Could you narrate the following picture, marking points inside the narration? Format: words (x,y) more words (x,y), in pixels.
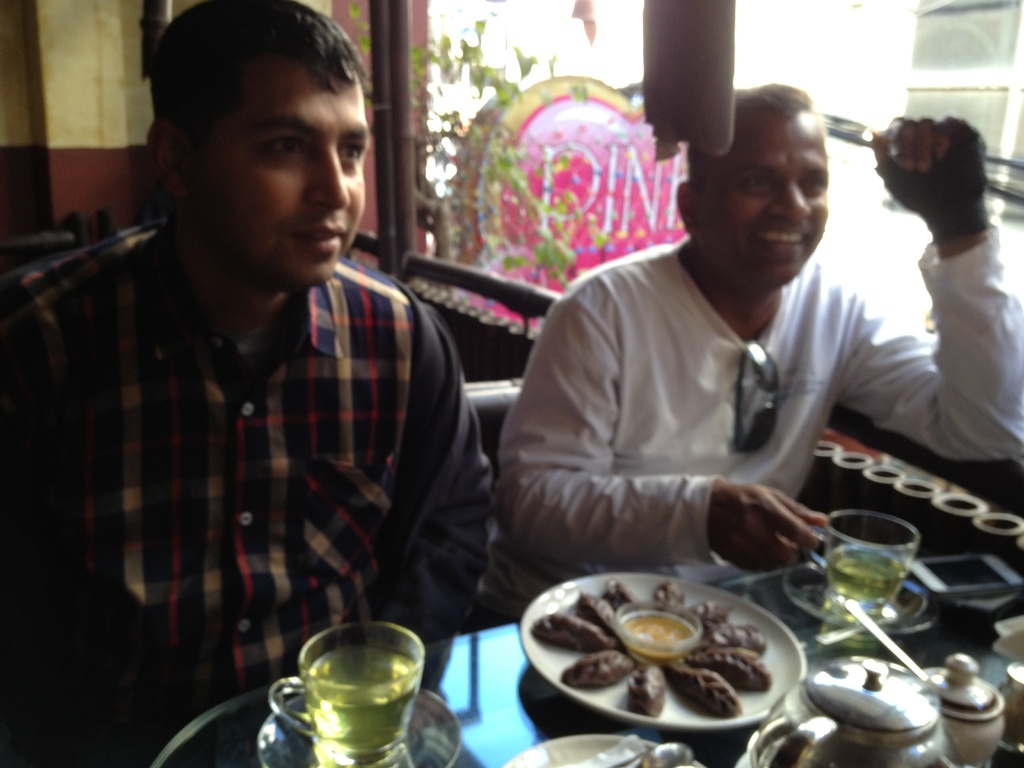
In the image there are two men (463,438) sitting in front (441,581) of a table (513,690) with food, tea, cups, kettles (917,701) on it, on the right side (1012,81) there is glass wall (844,16).
